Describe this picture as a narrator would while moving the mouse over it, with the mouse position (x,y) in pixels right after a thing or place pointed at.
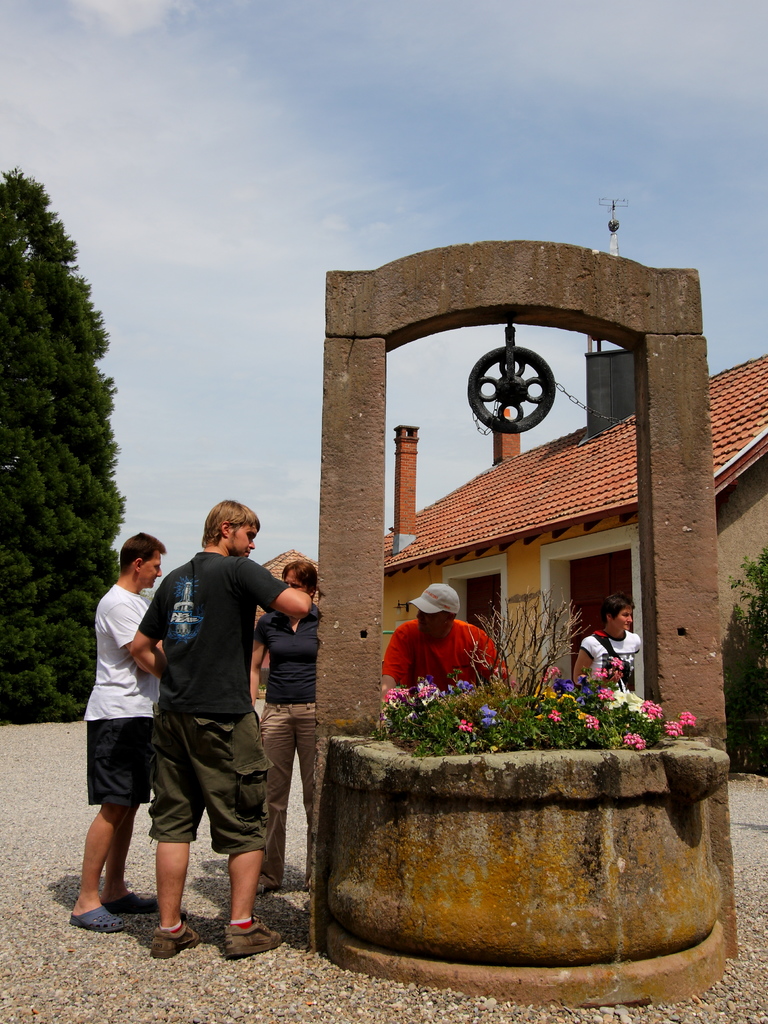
In this image, there are a few people (618,650). We can also see the ground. We can see some flowers (456,746) in an object (442,838). We can also see a metallic object (507,357) to the arch (638,296). We can see some houses (564,517). We can also see a plant (759,568) and a tree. We can see the sky (210,222) with clouds (190,224).
